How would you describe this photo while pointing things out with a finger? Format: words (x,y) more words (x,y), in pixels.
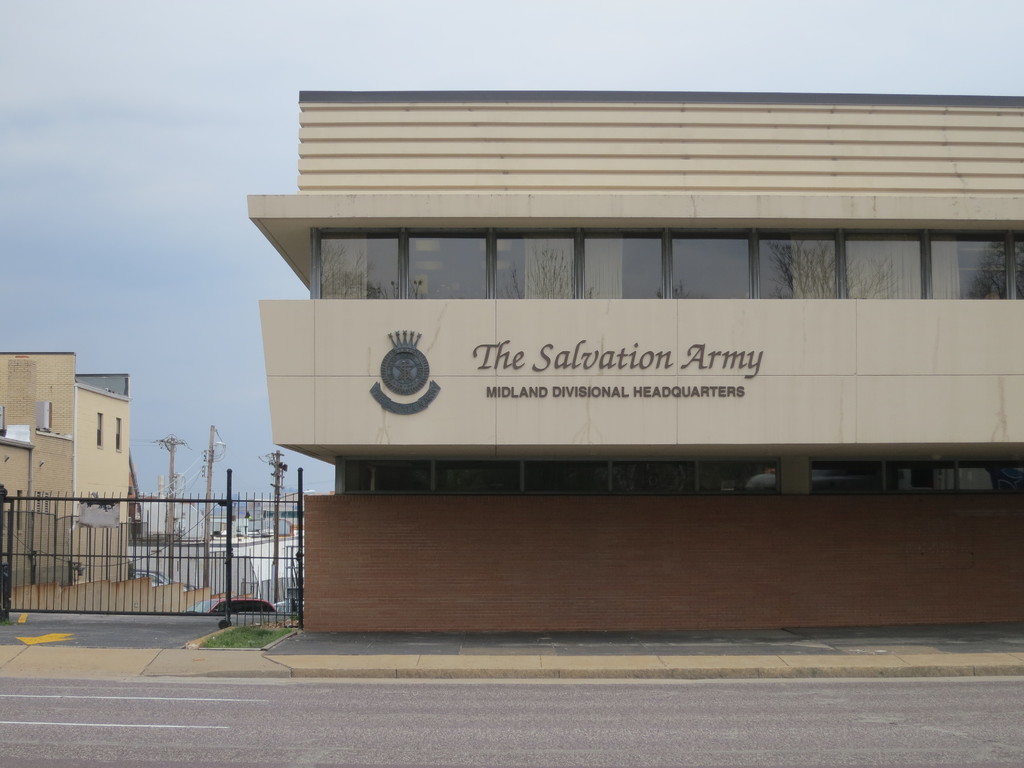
This image consists of a building (464,205) along with windows (352,280). On the left (218,561), there is a gate (181,580) and a car (262,610). At the bottom (273,684), there is a road (1011,699). At the top (128,151), there is a sky (106,228). On the left (132,462), we can see another building (38,479) along with the poles (209,485).
